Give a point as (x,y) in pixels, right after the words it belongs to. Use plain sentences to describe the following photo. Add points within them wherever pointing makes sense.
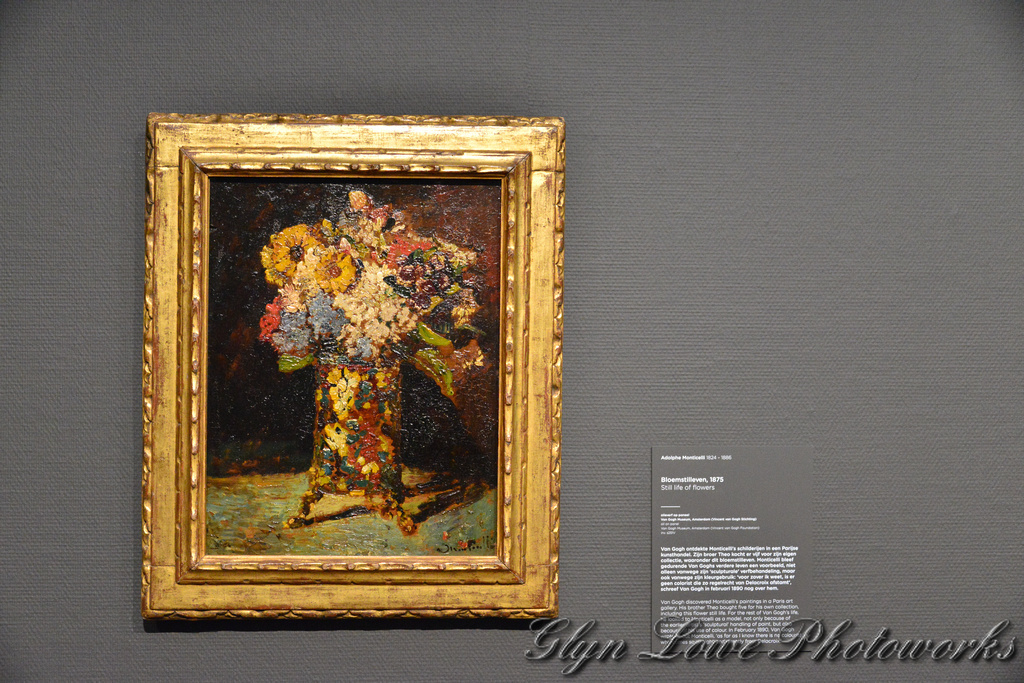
It looks like a grey wall (33,419) and on the wall (362,661) there is a photo frame (333,424) and a board (700,497). On the image there is a watermark (760,641).
